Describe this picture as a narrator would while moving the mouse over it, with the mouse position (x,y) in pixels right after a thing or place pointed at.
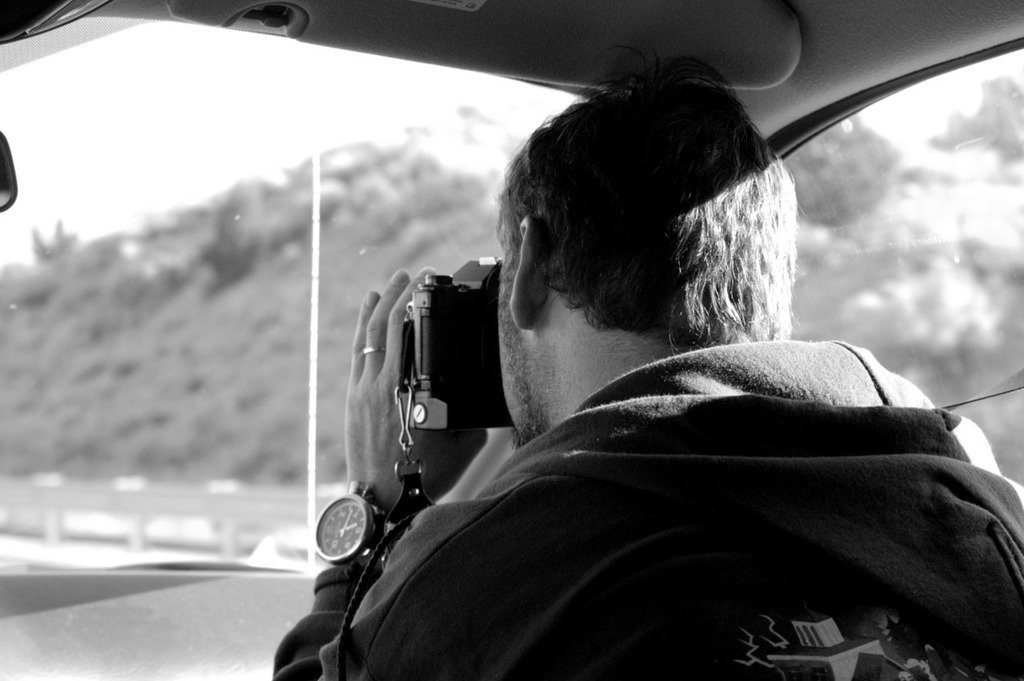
This image is taken inside the car (928,253). In the center of the image (534,396) we can see a man (680,389) sitting and holding a camera (485,351). In the background (211,383) we can see hills (248,221) and sky (221,111) through the window glass (493,199).
